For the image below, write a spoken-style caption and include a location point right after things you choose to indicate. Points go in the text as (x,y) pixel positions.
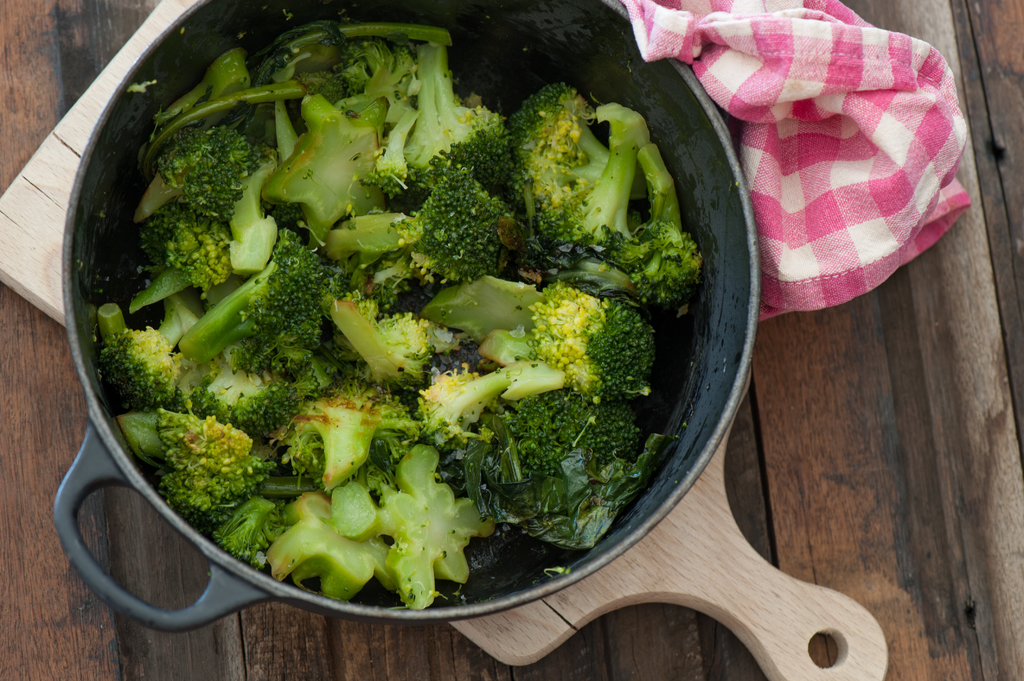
In this image there is a pan (413,615) kept on the wooden plank (653,576) which is on a wooden table (837,473) having a cloth (811,238) on it. In the pan (472,603) there are few broccoli (490,287).
